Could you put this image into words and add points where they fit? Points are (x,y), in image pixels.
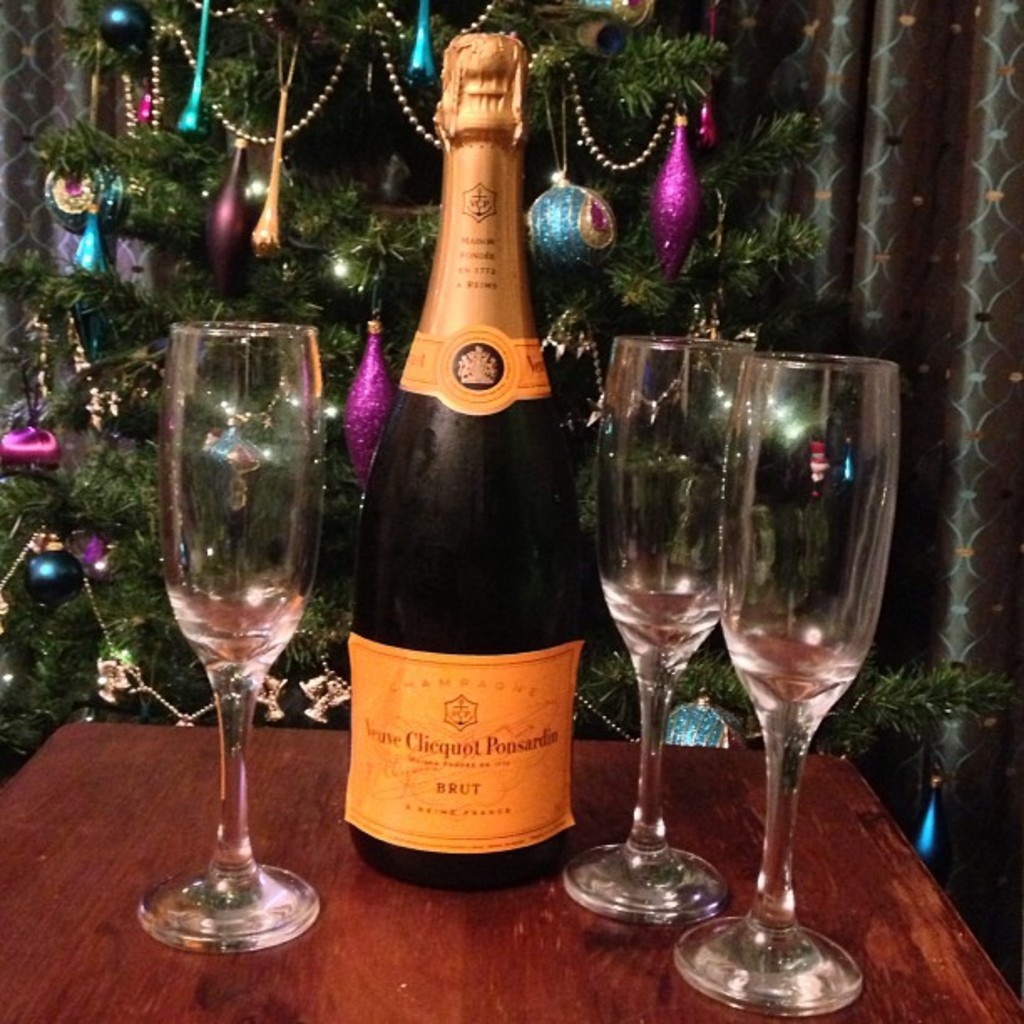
In this image there is a champagne bottle (457,534) and three glasses (217,889) on the table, there is a Christmas tree (329,302) and a curtain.
